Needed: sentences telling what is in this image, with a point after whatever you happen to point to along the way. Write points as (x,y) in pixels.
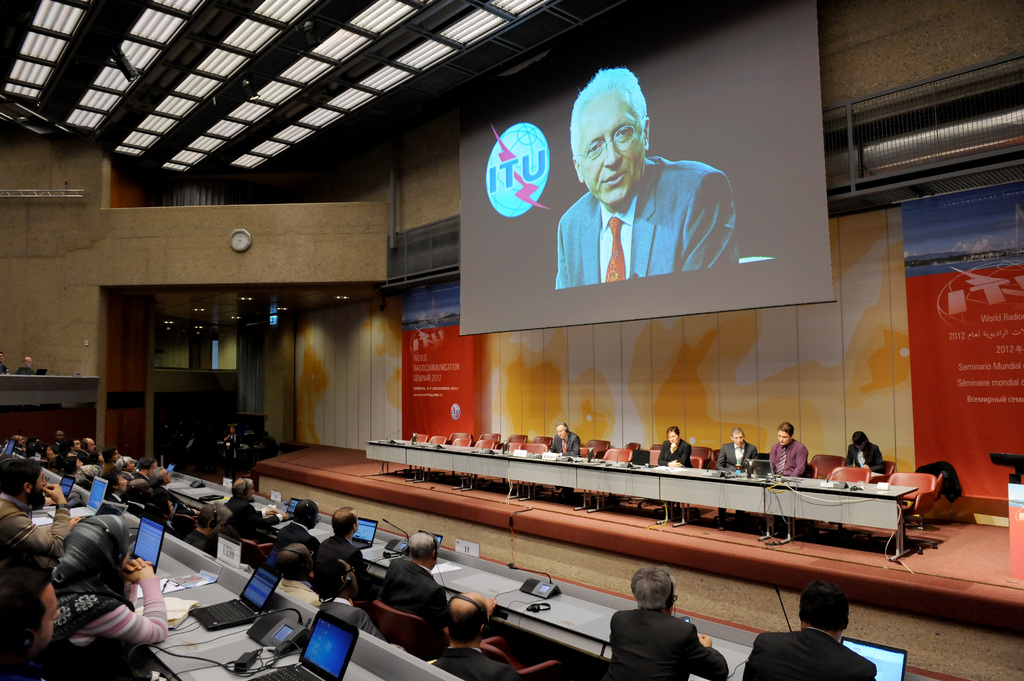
In this image there is a stage (750,512) on which there are tables (599,469). In front of the tables (539,466) there are few people (682,451) sitting in the chairs (829,459). At the top (590,175) there is a screen (582,190). In front of the stage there are few people (91,602) sitting in the chairs (402,613). In front of them there are laptops (156,537). At the top (223,99) there is ceiling (79,49) with the lights (300,79). There is a wall clock (241,240) to the wall (227,228). On the stage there are two banners (944,335).
